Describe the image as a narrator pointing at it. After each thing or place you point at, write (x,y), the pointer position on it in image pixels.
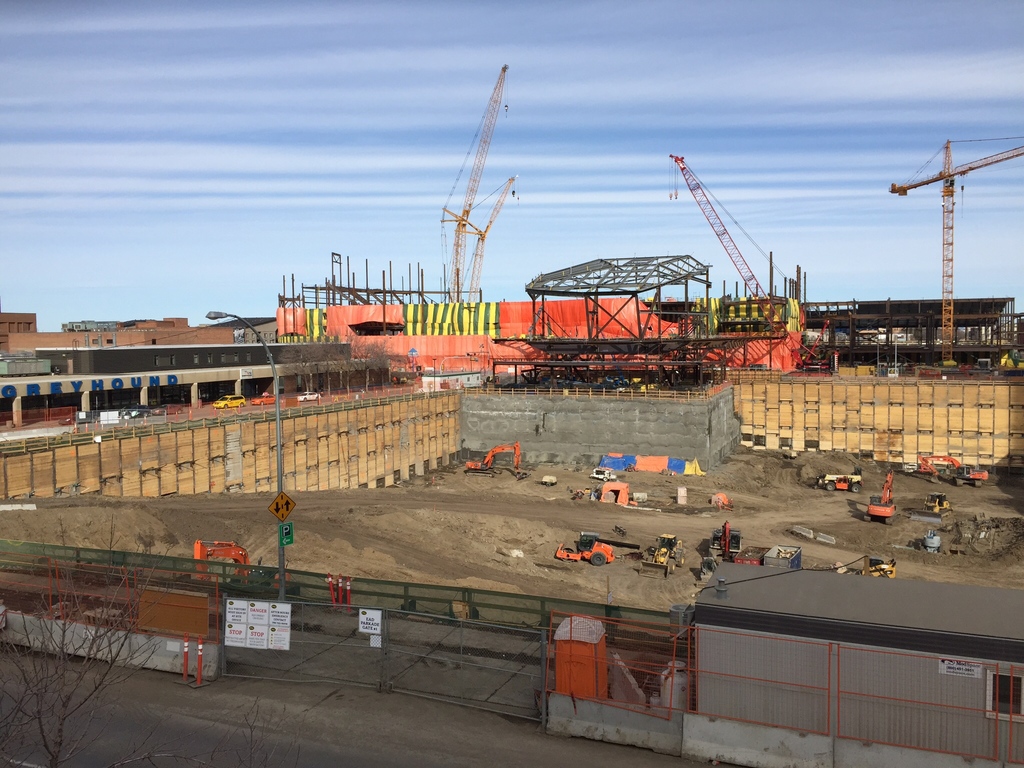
In this image, we can see a construction site (490,646), there are some cranes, we can see the fence (728,676), at the top (274,115) we can see the sky (342,16).
